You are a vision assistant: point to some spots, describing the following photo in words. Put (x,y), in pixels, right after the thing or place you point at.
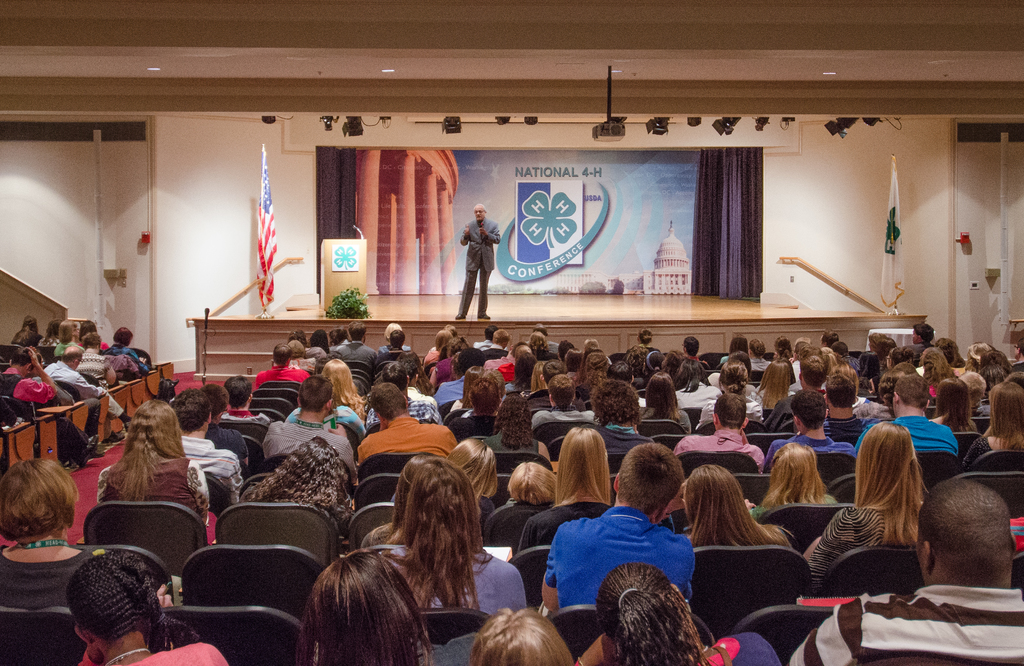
There are people (517,354) sitting on the chairs (659,420) in front of a stage (386,313) in the foreground area of the image (365,380), there is a mic (361,233) on a desk (324,254), flags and a person (482,261) standing on the stage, there is a poster (556,198), curtain (761,164), spot lights (450,126) and lamps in the background (655,124).
